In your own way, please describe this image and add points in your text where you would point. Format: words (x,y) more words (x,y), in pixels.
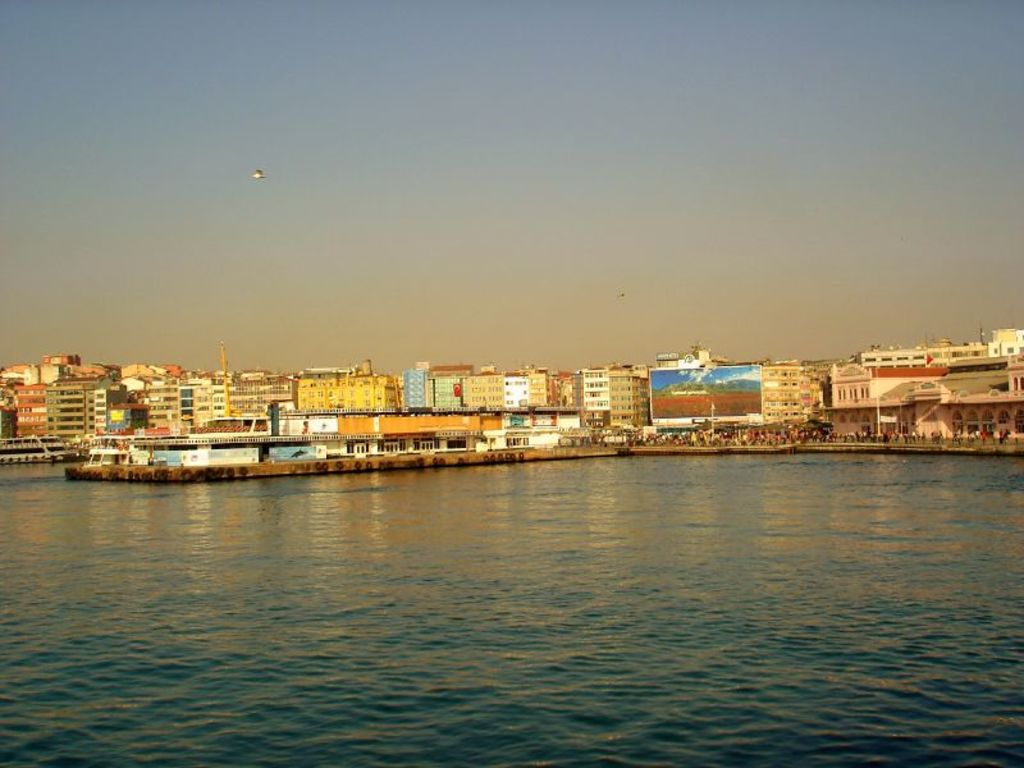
In this picture I can see many boats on the water (499,520). In the back (140,422) I can see the buildings (453,438) and poles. On the right (791,435) I can see many peoples (861,441) were standing near to the fencing (722,446) and banner (688,417). At the top (551,107) there is a sky (540,93). In the top left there is a bird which is flying in the air (293,182). At the bottom (524,577) there is a water (753,619).
